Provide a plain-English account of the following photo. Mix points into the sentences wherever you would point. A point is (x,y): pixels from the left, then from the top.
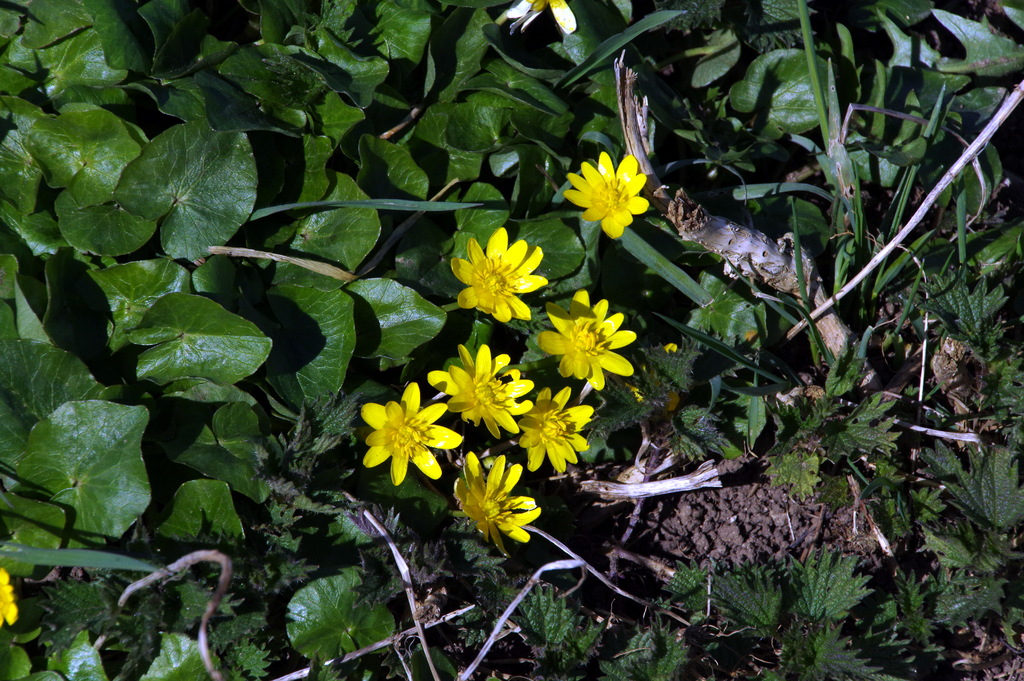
As we can see in the image there are plants (563,300) and yellow color flowers (554,349).
